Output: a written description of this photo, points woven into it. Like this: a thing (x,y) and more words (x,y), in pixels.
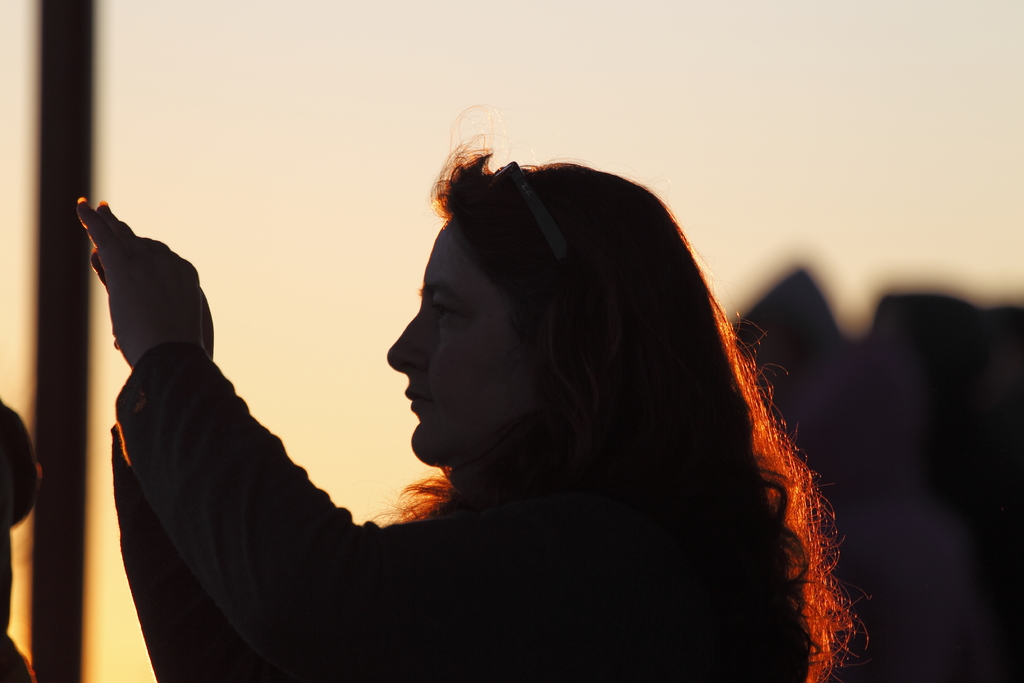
In this image in the front (638,562) there is a woman (589,544) standing and the background (922,382) is blurry. On the left side (5,466) there is a pole (44,409) and there is an object (10,502) which is visible and there is an object (886,463) in the background (867,408).
